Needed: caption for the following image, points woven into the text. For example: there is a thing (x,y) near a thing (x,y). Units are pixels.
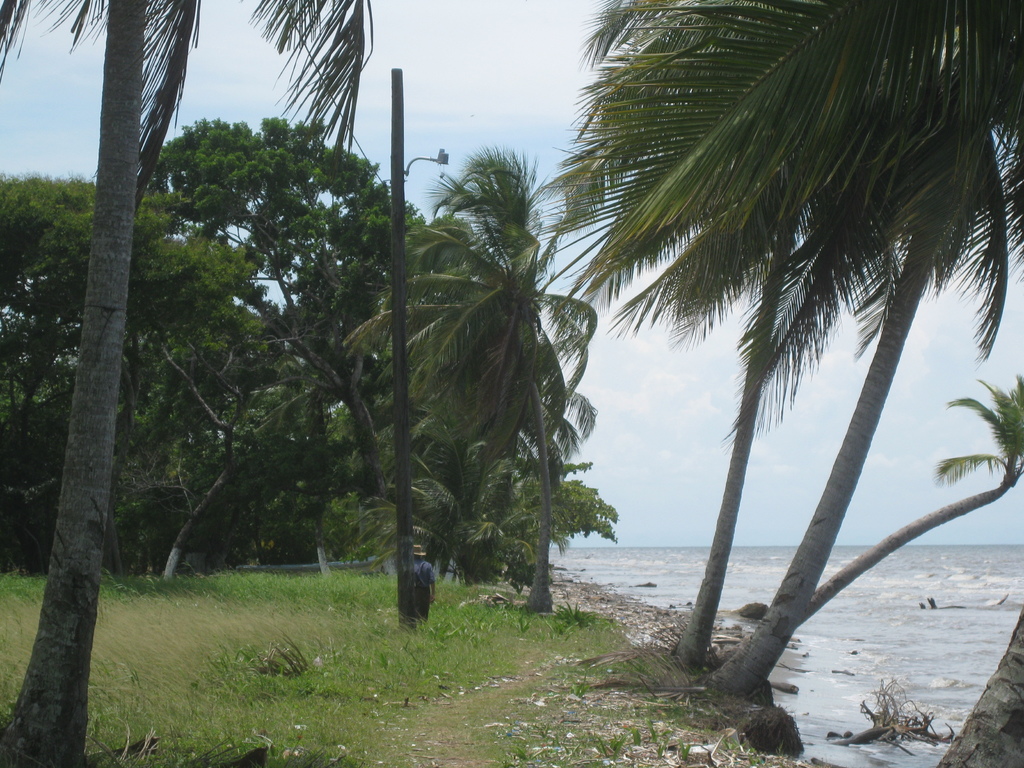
This image is taken outdoors. At the bottom of the image (414,701) there is a ground (414,701) with grass (224,638) on it. On the right side of the image (950,698) there is a sea (826,624) with waves (752,591). In the background (459,450) there are many trees (255,359). In the middle of the image (399,258) a man (417,562) is standing near the pole (399,565). At the top of the image (43,85) there is a sky (91,72) with clouds (676,375).
